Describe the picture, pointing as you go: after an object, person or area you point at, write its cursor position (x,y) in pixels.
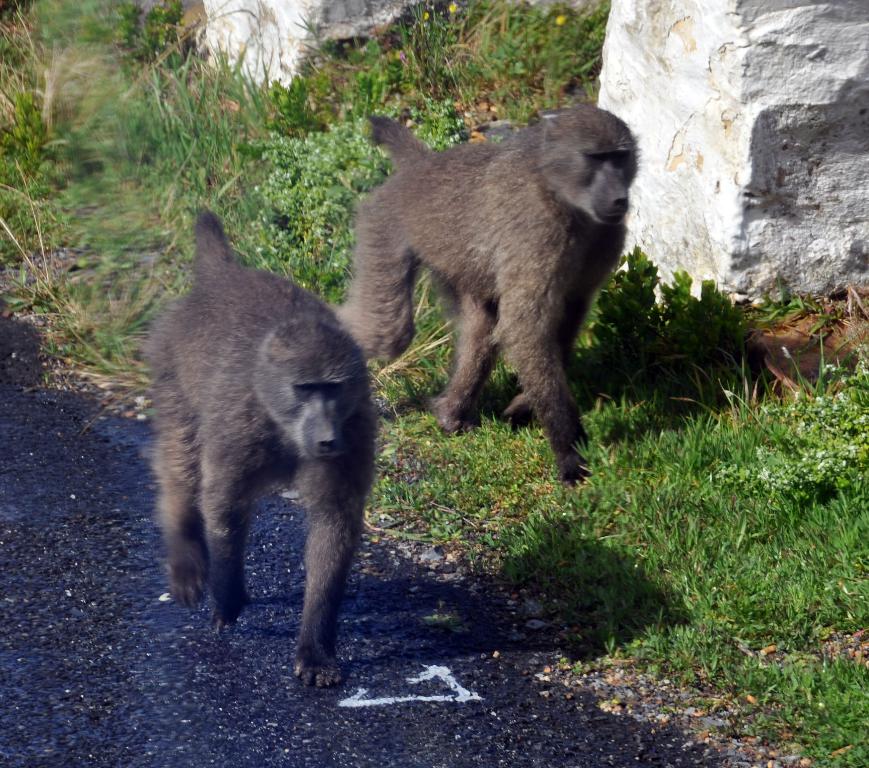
In this image we can see baboons (326,394) on the road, grass (222,174) and stones (657,116).
